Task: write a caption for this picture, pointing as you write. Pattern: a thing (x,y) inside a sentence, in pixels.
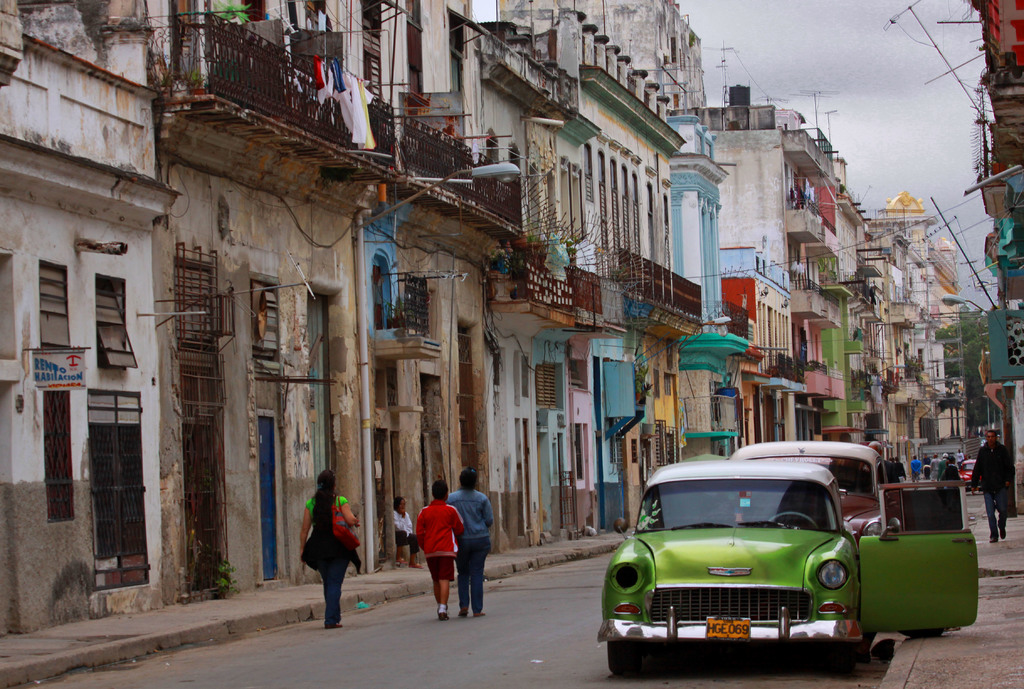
Vehicle (925,492) and people (451,526) are on the road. This person (988,472) is walking on a footpath (1010,550). Here we can see buildings (629,206) with windows (605,188).
